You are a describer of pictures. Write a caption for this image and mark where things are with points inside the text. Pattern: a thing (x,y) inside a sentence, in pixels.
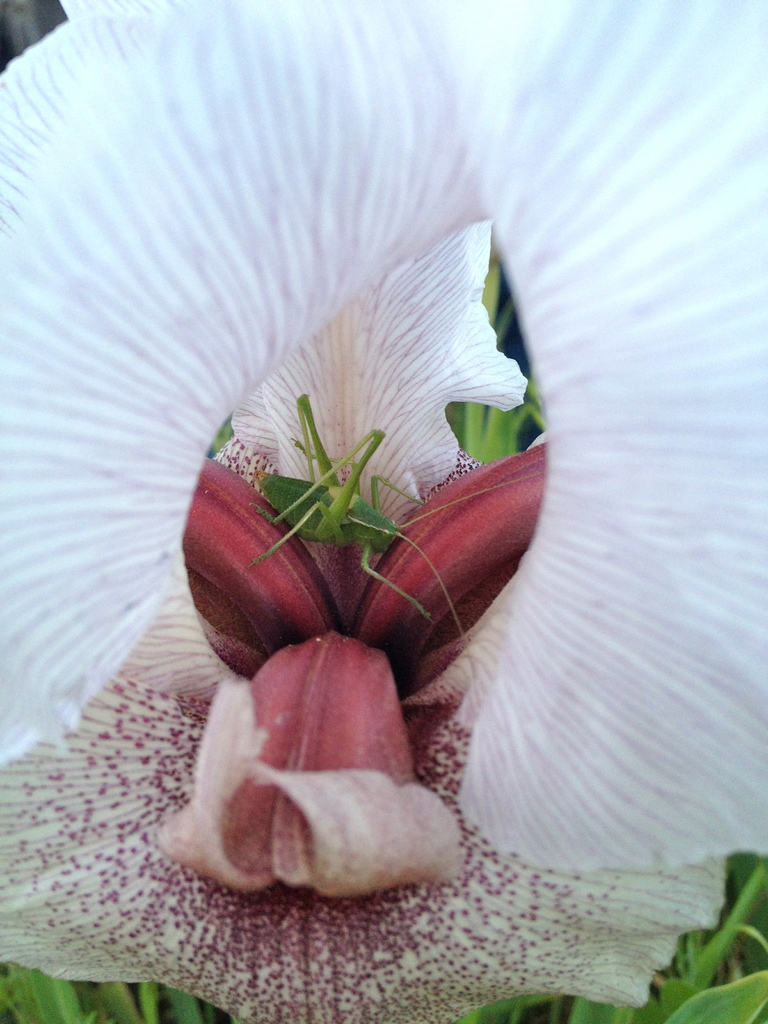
In this image I can see a white and peach color flower (448,582). Inside I can see a green color insect (340,524). Back I can see few green leaves (723,988).
